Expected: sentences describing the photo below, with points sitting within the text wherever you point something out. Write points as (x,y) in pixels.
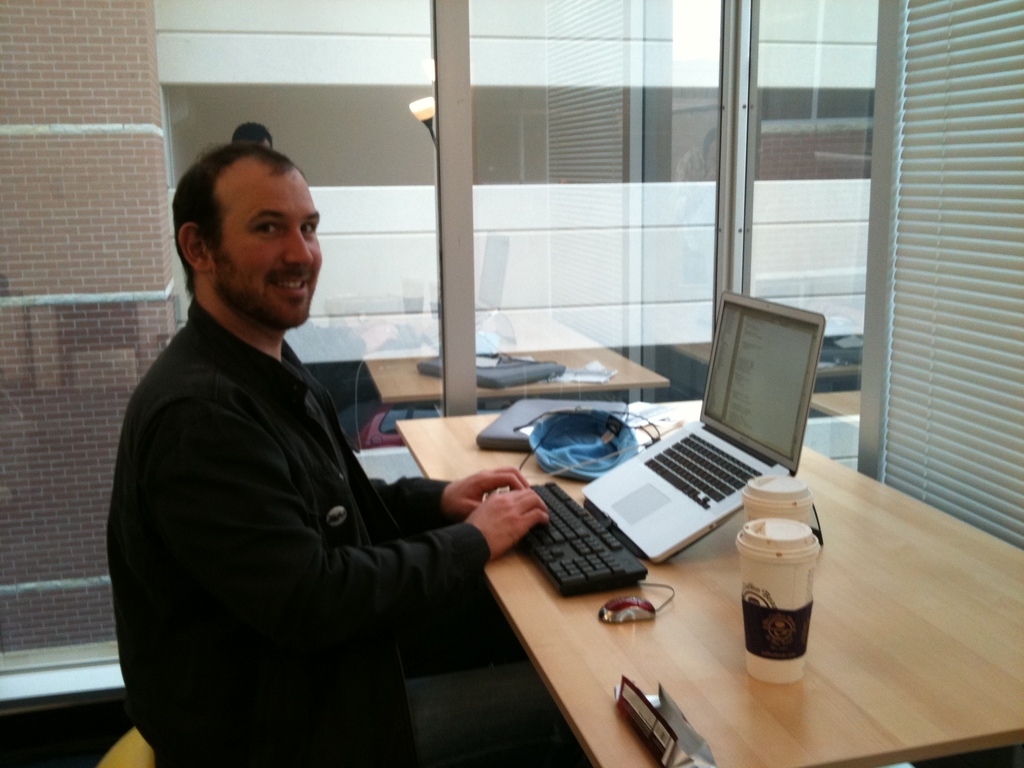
In the center (348,463) we can see man (342,564) sitting on the chair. In front of him we can see the table (648,632), on the table (703,701) we can see laptop (669,524), mouse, cap (579,453) etc. Coming to the background (400,91) we can see the wall (213,127) and glass (337,106).
